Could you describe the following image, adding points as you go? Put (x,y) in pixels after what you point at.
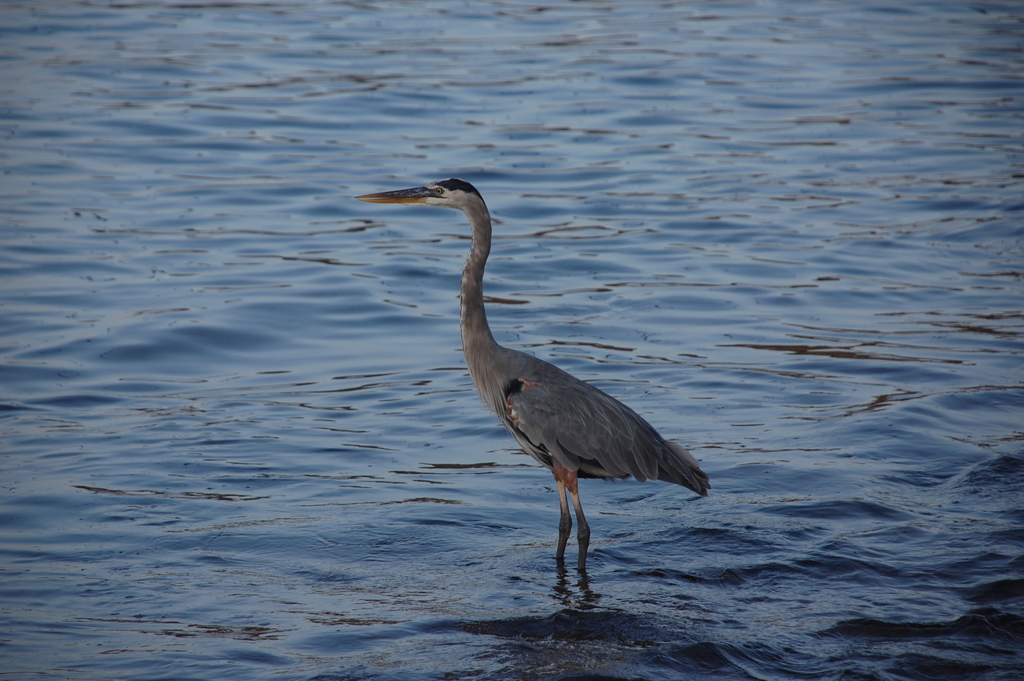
In the picture we can see a bird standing in the water (788,659), the bird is gray in color and the water (97,638) is blue in color.
